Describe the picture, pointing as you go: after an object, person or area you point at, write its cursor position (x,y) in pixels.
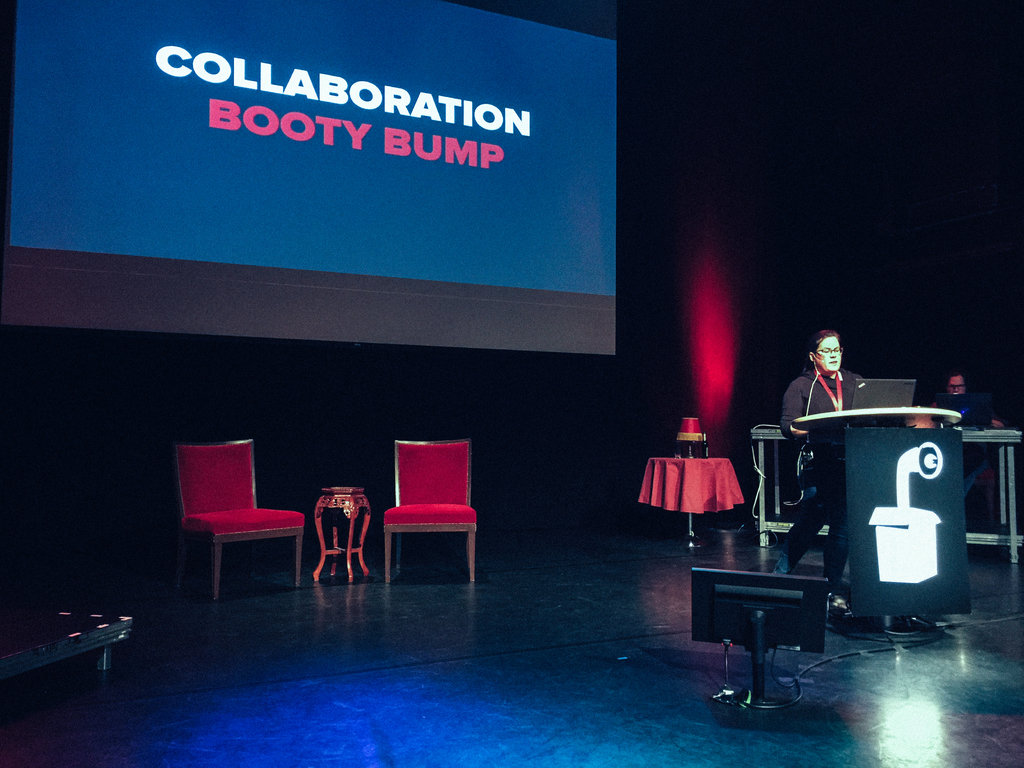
Here we can see a woman (798,562) standing near the speech desk (864,459) with a laptop (867,387) in front of her and on the stage (683,578) we can see a monitor (725,621) and behind her we can see a table (706,485) and couple of chairs (199,455) and a projector screen (444,326).
